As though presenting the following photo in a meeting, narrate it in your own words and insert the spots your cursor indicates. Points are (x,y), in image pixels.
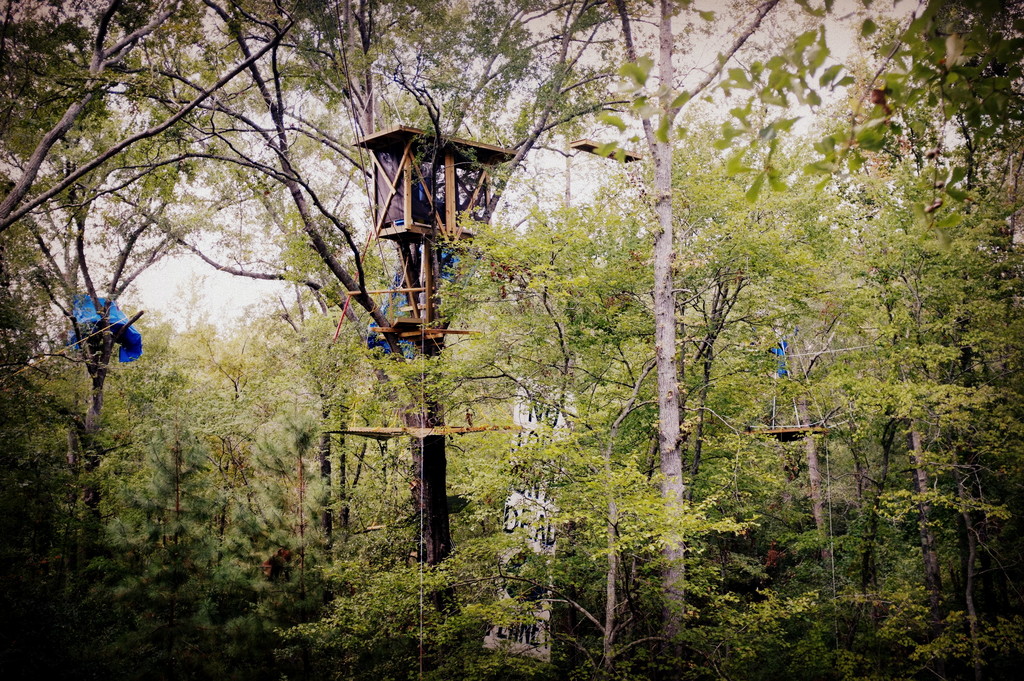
In the picture we can see a forest (567,523) with full of plants (599,551) and trees (579,537) and we can see a pole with small shed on top of it and from the trees (536,317) we can see a part of sky (79,281).
